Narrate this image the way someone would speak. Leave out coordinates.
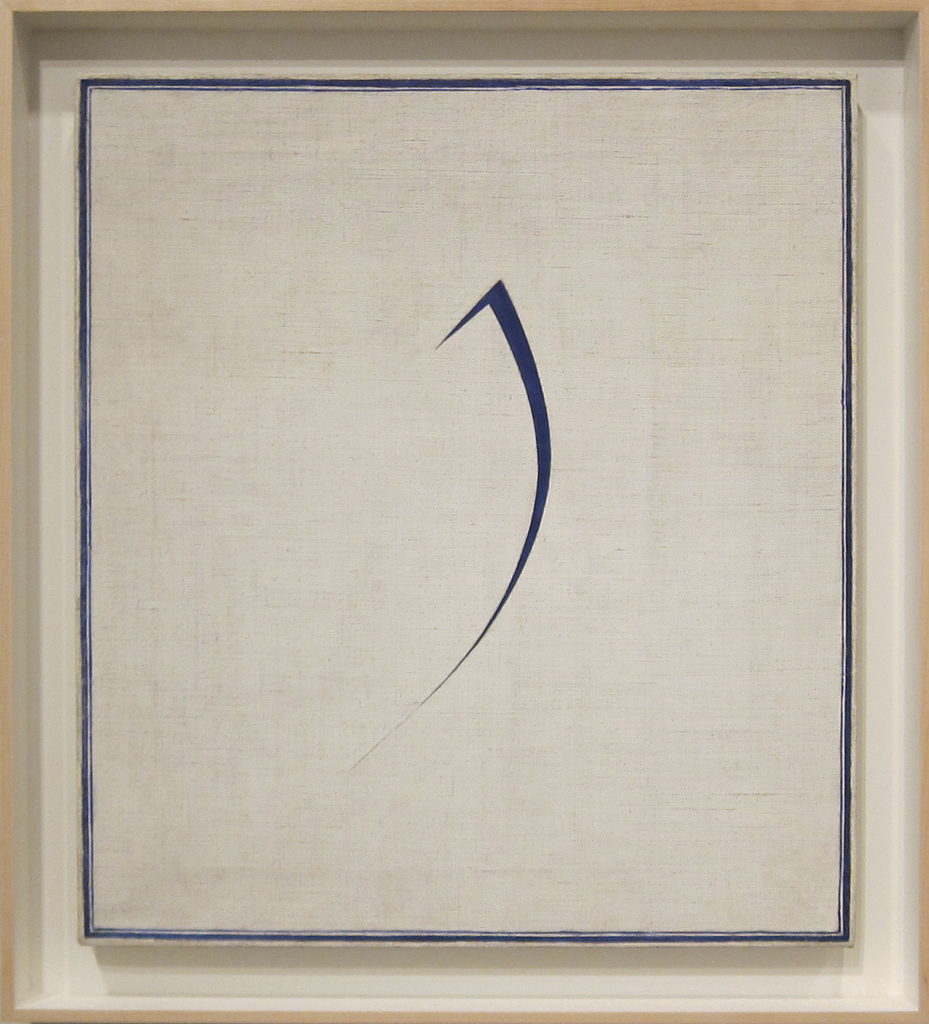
In this image I can see it looks like a painting.
